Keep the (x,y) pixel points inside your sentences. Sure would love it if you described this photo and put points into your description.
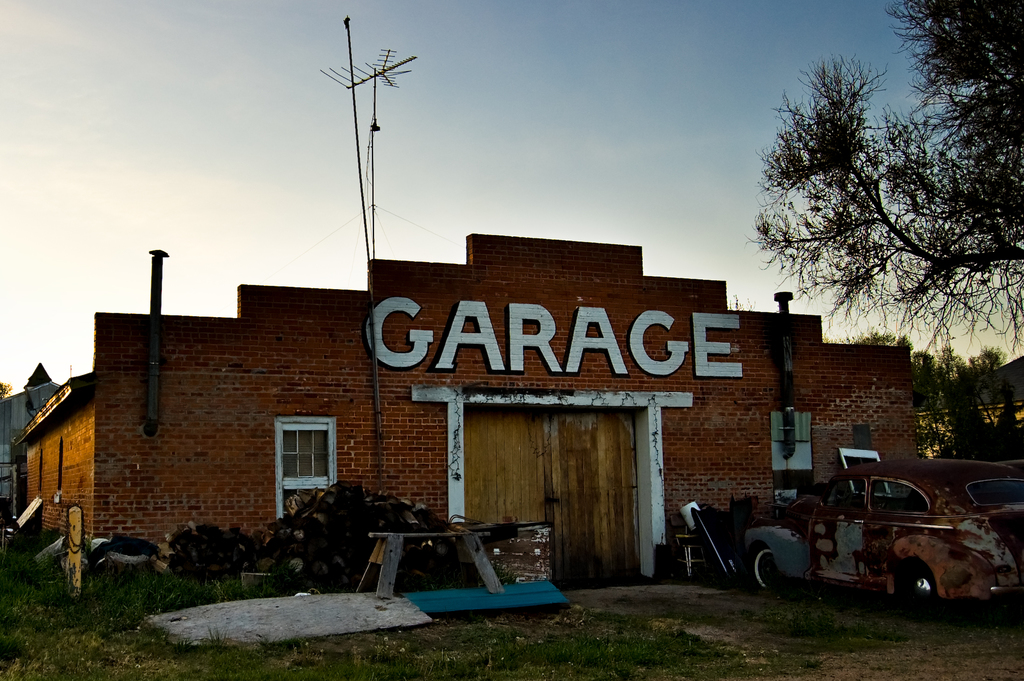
In the picture I can see buildings (403,461). I can also see something written on the building (548,347) which is in the front (503,380). Here I can see a vehicle (893,579), plants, the grass (618,649), poles (361,157), trees (984,210) and some other objects (327,558) on the ground (288,584). In the background (144,138) I can see the sky (150,226).
